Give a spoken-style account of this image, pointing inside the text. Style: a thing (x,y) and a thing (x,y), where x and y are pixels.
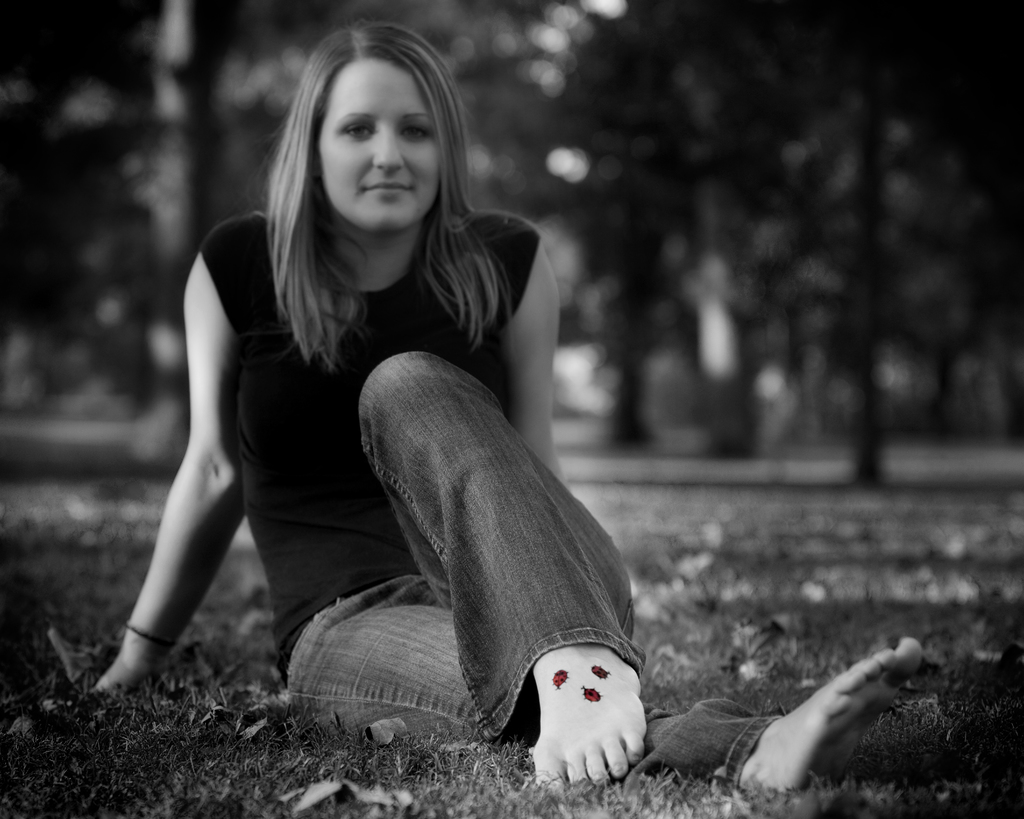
In this picture there is a woman (404,442) sitting on a greenery ground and there are few insect tattoos (556,682) on her leg (595,679) and there are trees (652,106) in the background (130,127).
